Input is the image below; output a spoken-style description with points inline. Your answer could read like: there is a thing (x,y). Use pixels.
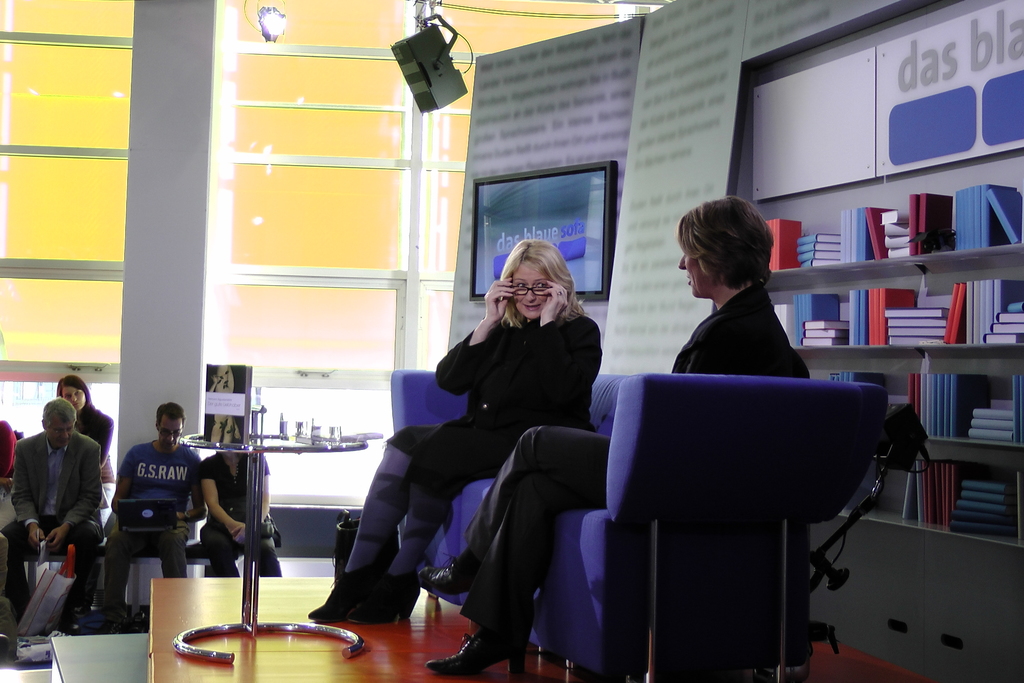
In this image we can see this two persons (527,506) are sitting on the sofa (746,534). In the background (61,513) we can see this persons (2,496) are sitting and there is a glass window (275,180).
